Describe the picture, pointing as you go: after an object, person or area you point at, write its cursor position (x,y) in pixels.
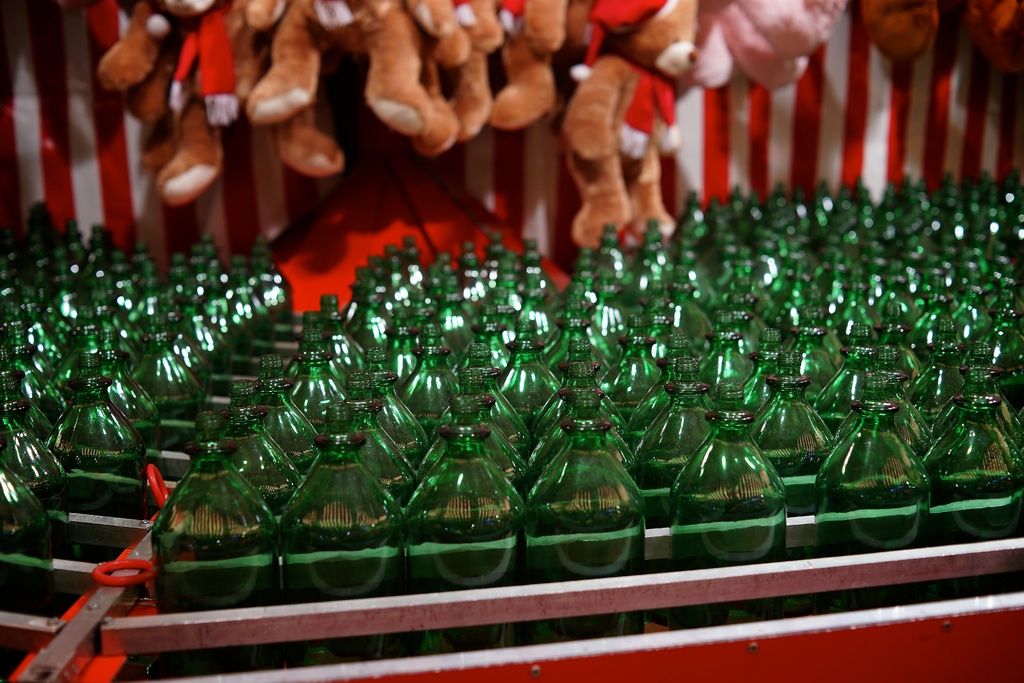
In the image there are case (265,353) of bottles (517,511), in background (658,212) we can see some toys (595,76).
